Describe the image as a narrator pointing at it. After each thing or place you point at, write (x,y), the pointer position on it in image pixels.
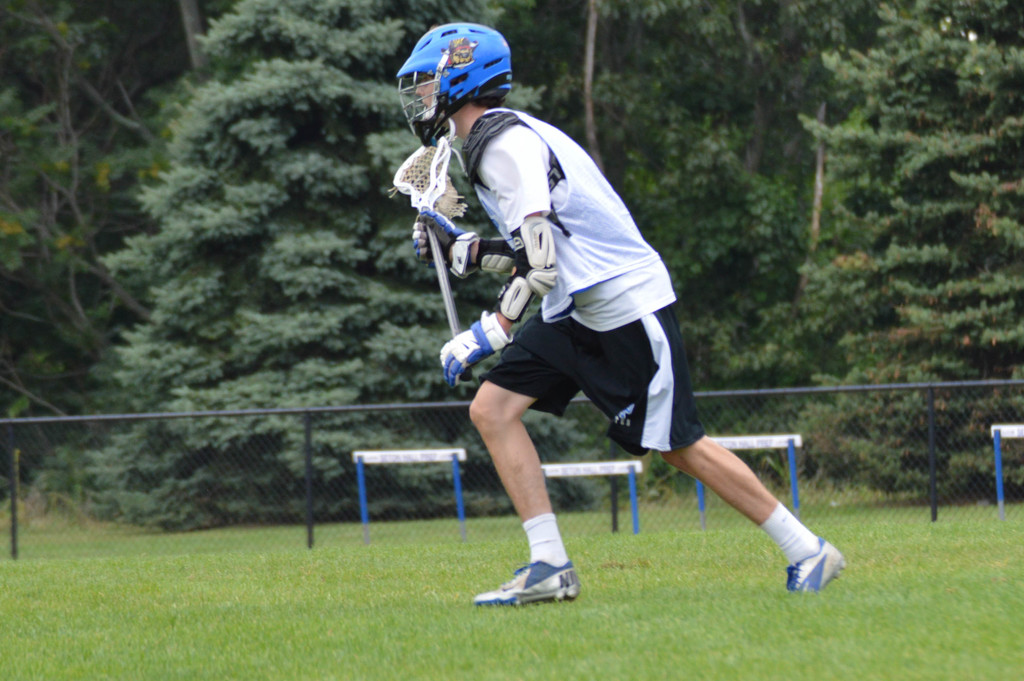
In this image we can see a person (551,348) on a ground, wearing a helmet (509,72), holding an object (435,211), also we can see the fence (810,444), some hurdles (997,447), there are some trees (812,152).
